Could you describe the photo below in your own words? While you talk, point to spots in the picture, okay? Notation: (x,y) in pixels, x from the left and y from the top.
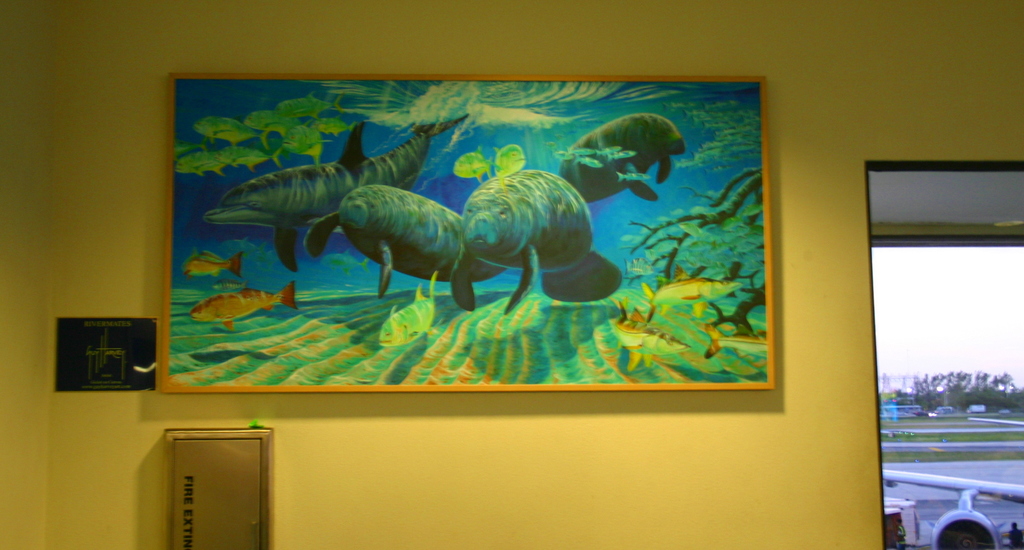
In the image in the center (548,310) there is a wall (837,40), frame (418,128), window (990,471) and a few other objects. In the window (941,431), we can see the sky (978,352), clouds (950,334), trees (976,378), grass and one airplane (979,524).
